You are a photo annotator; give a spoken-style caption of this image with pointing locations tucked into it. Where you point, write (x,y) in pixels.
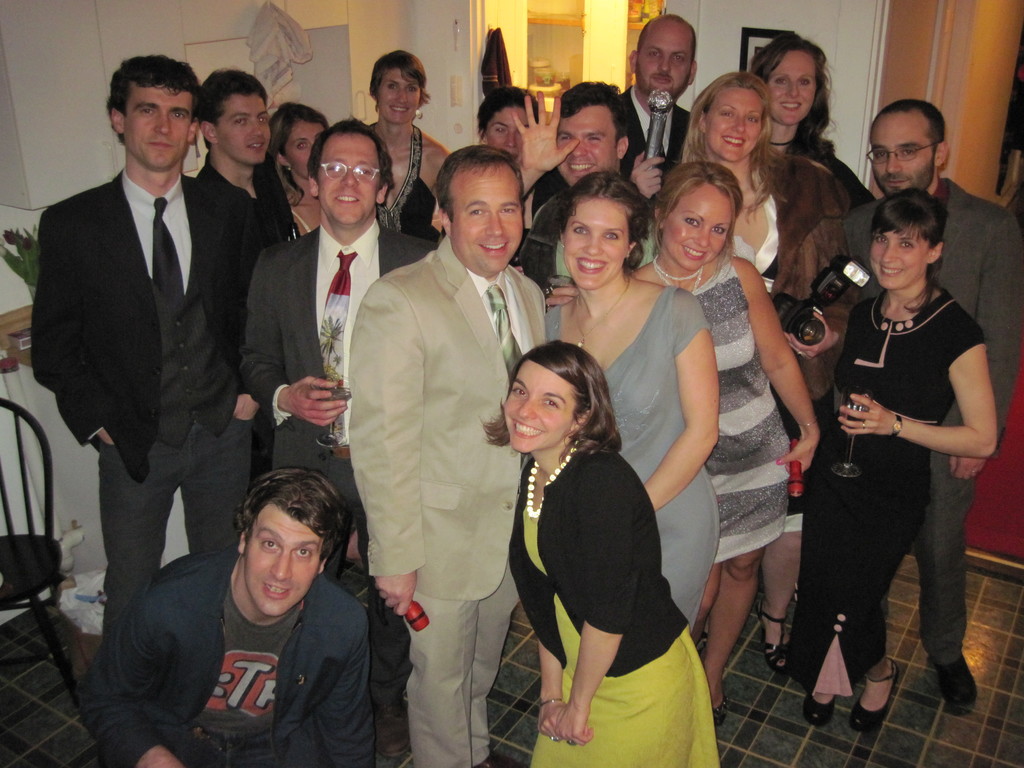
In the picture we can see a group of people (739,574) standing on the floor (45,709) and men (655,27) are wearing a blazer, ties (158,270) and shirts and with some women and to the floor (890,726), we can also see some chair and in the background (747,13) we can see a wall (35,505) with some photo frame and a light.
